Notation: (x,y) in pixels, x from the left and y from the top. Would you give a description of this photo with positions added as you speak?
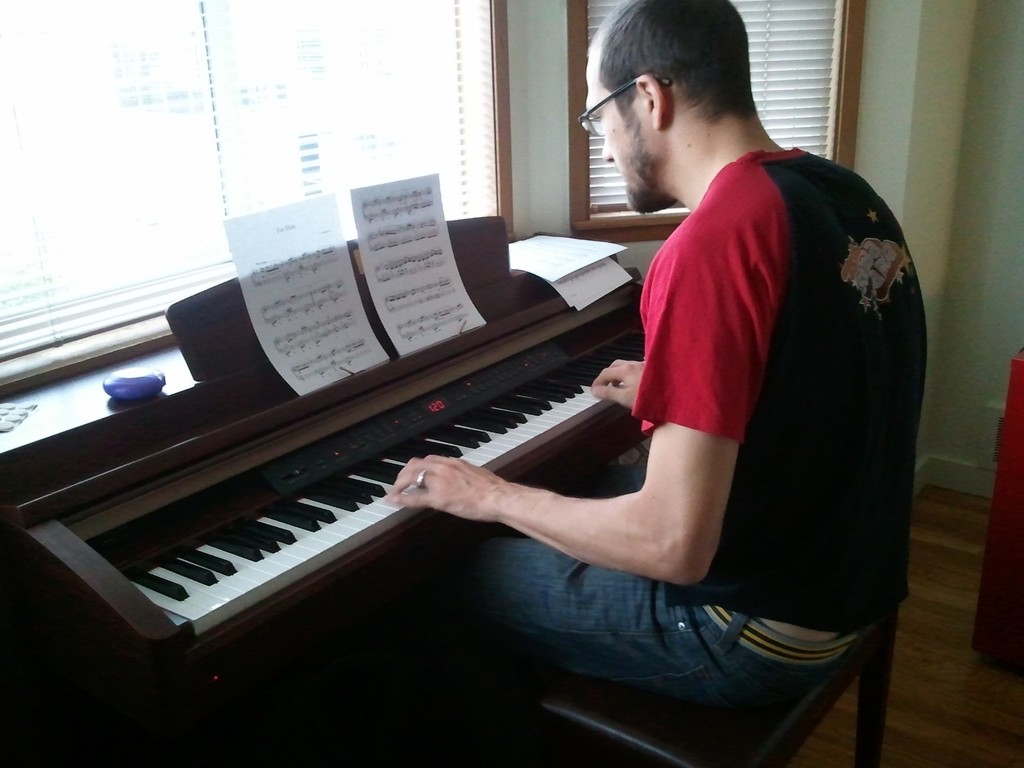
In the image there is man (643,582) sat on chair (709,730) playing piano (334,516), it's inside a room (1006,68).
